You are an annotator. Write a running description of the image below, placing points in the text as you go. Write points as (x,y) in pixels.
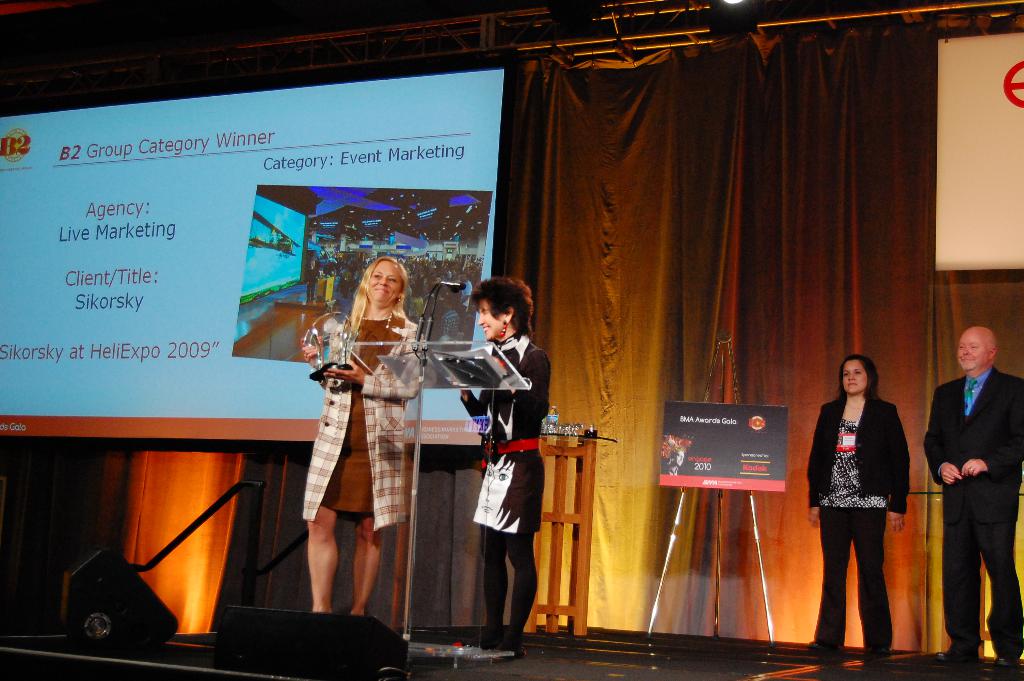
In this image I can see four people (362,336) standing on a stage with lights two of them are standing in front of a mike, one person (363,301) among them is holding an object (320,379) in her hand (336,377). Two people (891,519) on the right hand side (876,516) are standing beside a board (731,462). I can see a light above them a curtain (860,194) behind them. I can see a screen (27,393) on the left hand side (163,426).
